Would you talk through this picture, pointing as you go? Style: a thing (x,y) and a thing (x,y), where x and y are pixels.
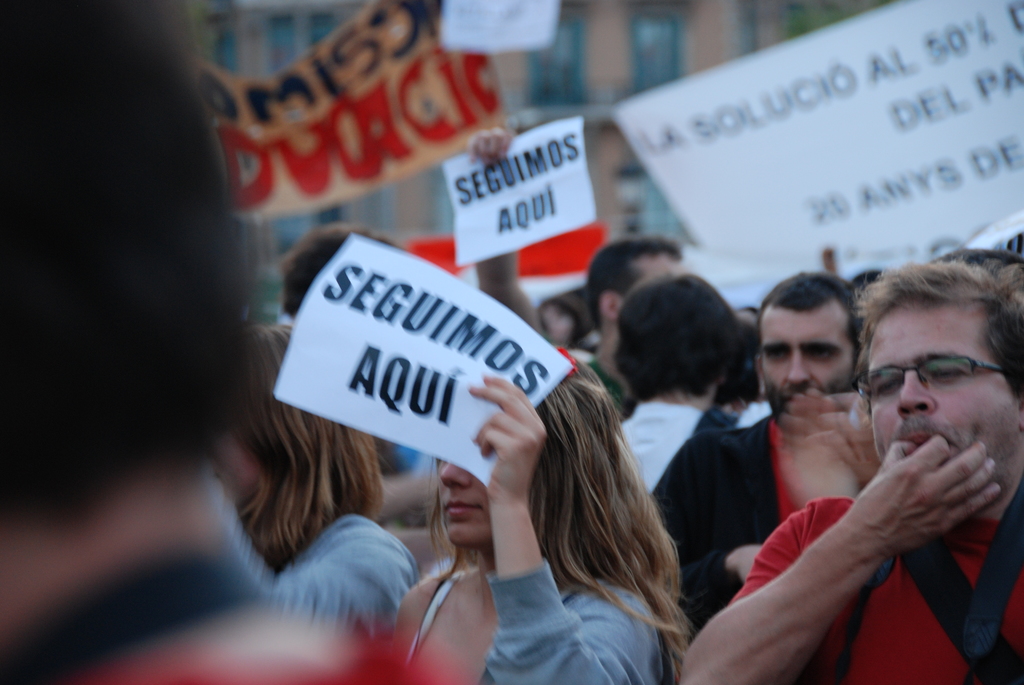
In this picture there is a group of people (332,241) in the image who is on the protest and holding the papers (391,418) in the hand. On the right side (955,507) we can see a man (926,625) wearing red color t-shirt (916,611) and he is whistling.
